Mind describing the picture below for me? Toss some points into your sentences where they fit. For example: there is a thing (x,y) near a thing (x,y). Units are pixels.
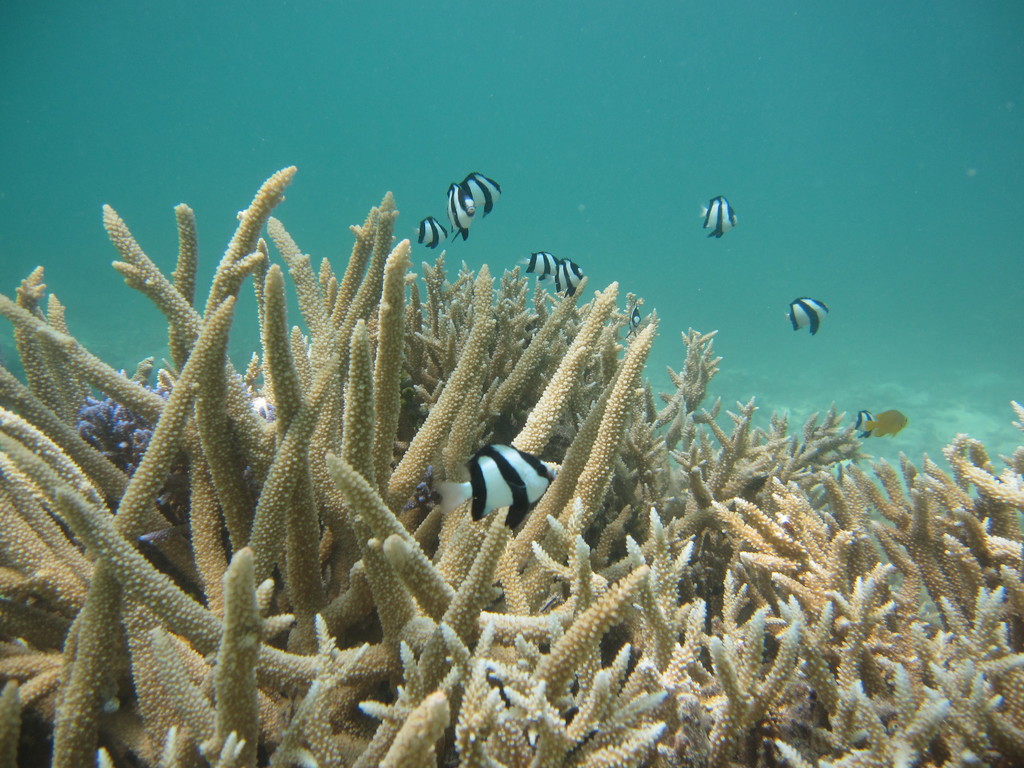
In this image we can see the underwater environment (794,379), some fishes (889,431) under the water (797,383) and some objects (680,457) looks like plants (410,714) under the water (880,345).
